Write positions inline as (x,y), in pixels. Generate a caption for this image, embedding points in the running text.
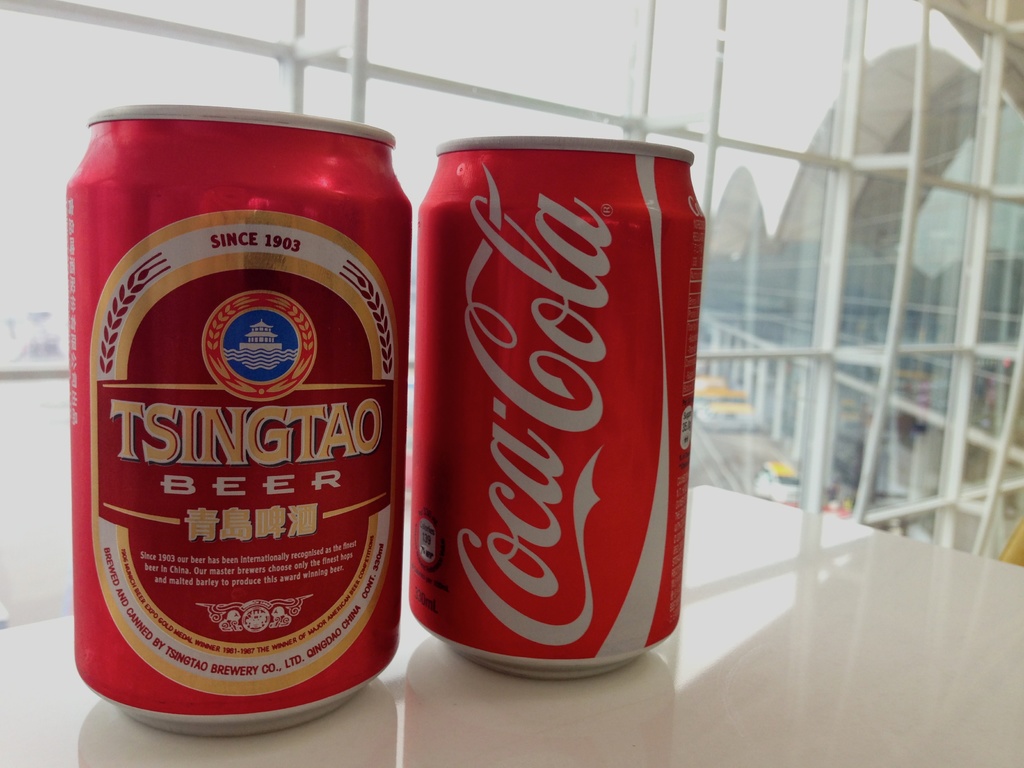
In this image I can see a white colored surface (765,660) and on it I can see two cans (606,431) which are red in color. In the background (727,246) I can see the glass windows (874,198) through which I can see the building (870,274) and the sky (488,59).
